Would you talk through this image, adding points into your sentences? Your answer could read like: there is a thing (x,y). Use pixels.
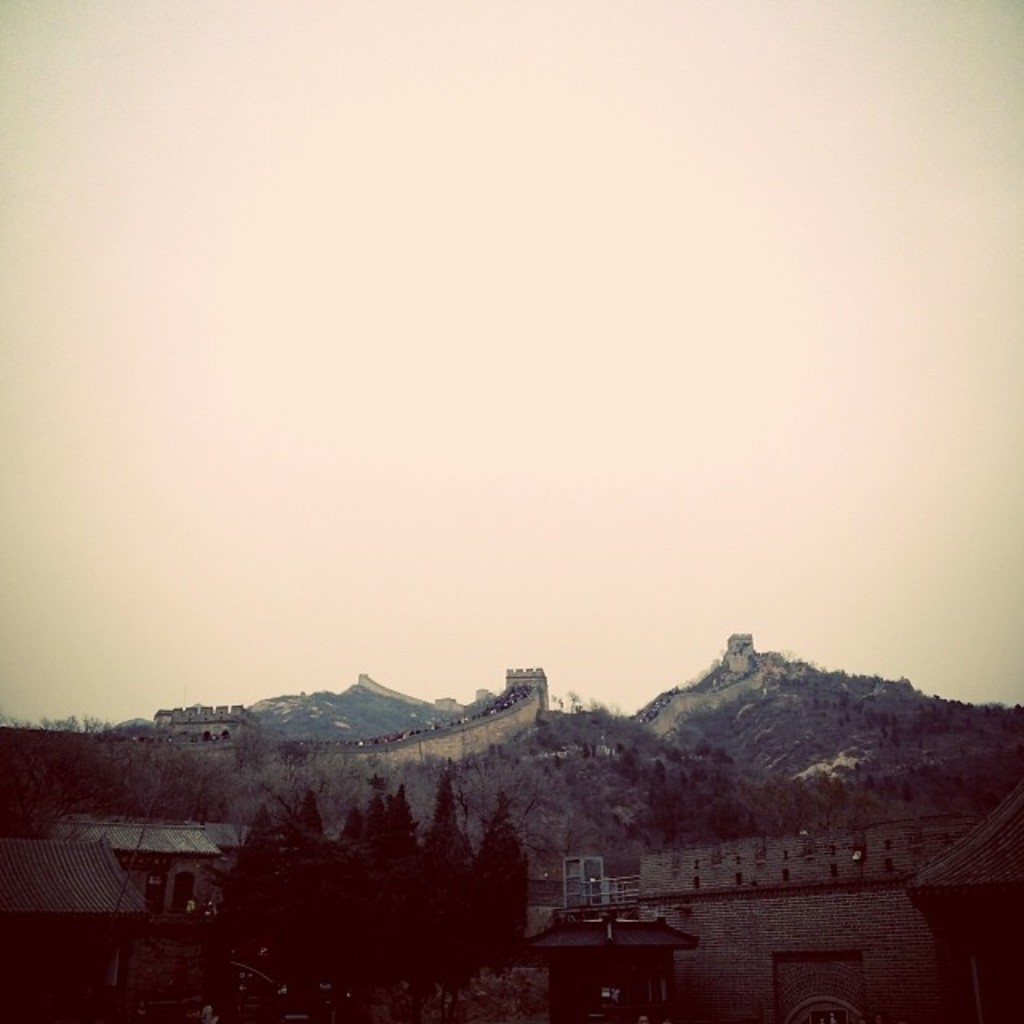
In this picture we can see sheds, here we can see trees (487,874), some objects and in the background (594,848) we can see mountains (848,726), sky (34,534).
